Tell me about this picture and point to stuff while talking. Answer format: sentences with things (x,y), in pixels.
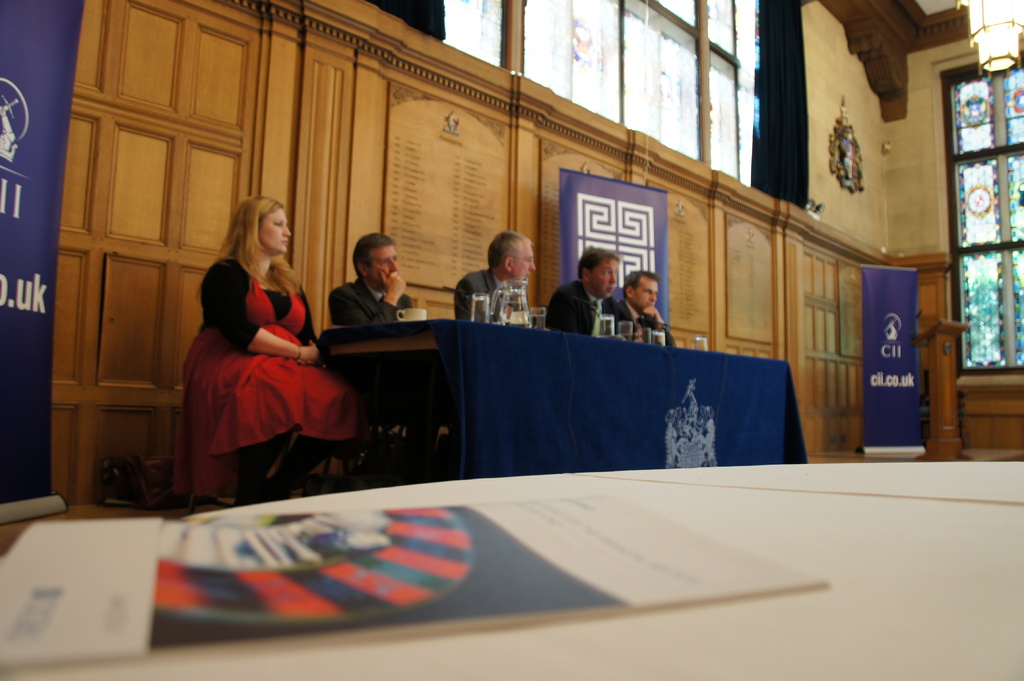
In this image I can see group of people (242,236) sitting. In front (406,573) I can see the board (423,580) on the white color surface (862,591) and I can also see the person (237,349) wearing black and red color dress (224,359). I can also see few glasses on the table (662,410) and I can also see few banners (907,306) in blue color. In the background (696,255) I can see the wooden wall (475,144) and I can see few glass windows (656,89).
